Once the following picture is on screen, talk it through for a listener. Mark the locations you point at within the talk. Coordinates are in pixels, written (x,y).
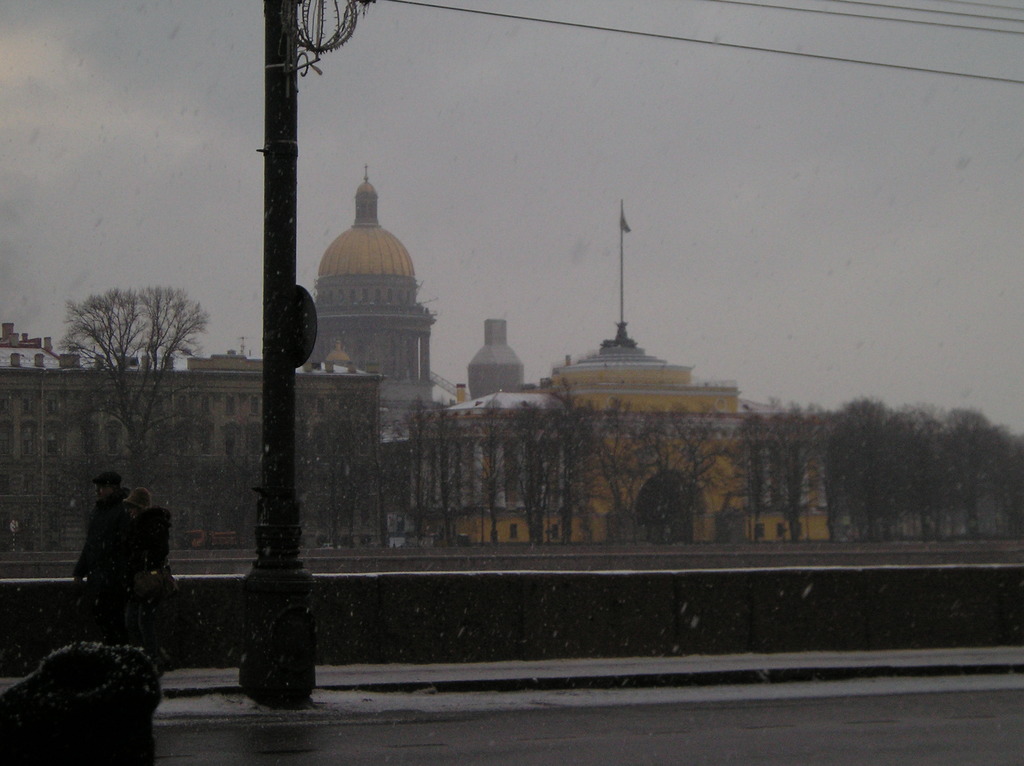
In this image we can see pole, persons (128,526), trees (626,483), buildings (361,329), flag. In the background (614,50) we can see sky (65,159) and clouds (94,129).
